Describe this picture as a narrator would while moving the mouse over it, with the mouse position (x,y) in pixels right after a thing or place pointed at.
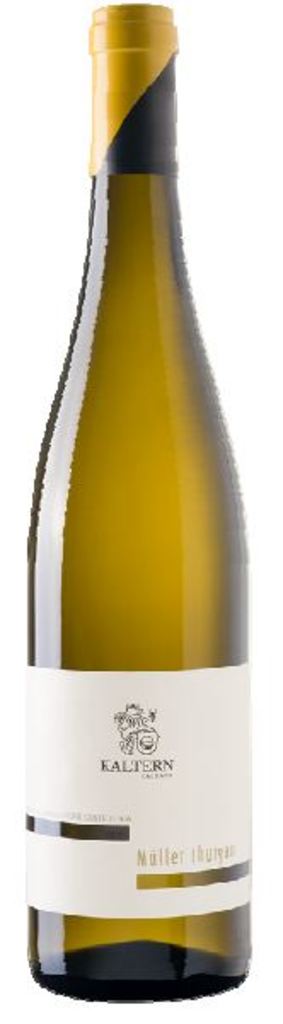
In this picture there is a bottle (81,563) with yellow cap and there is a label (71,795) on it, on the label (175,801) there is a text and there is a logo (142,768).
